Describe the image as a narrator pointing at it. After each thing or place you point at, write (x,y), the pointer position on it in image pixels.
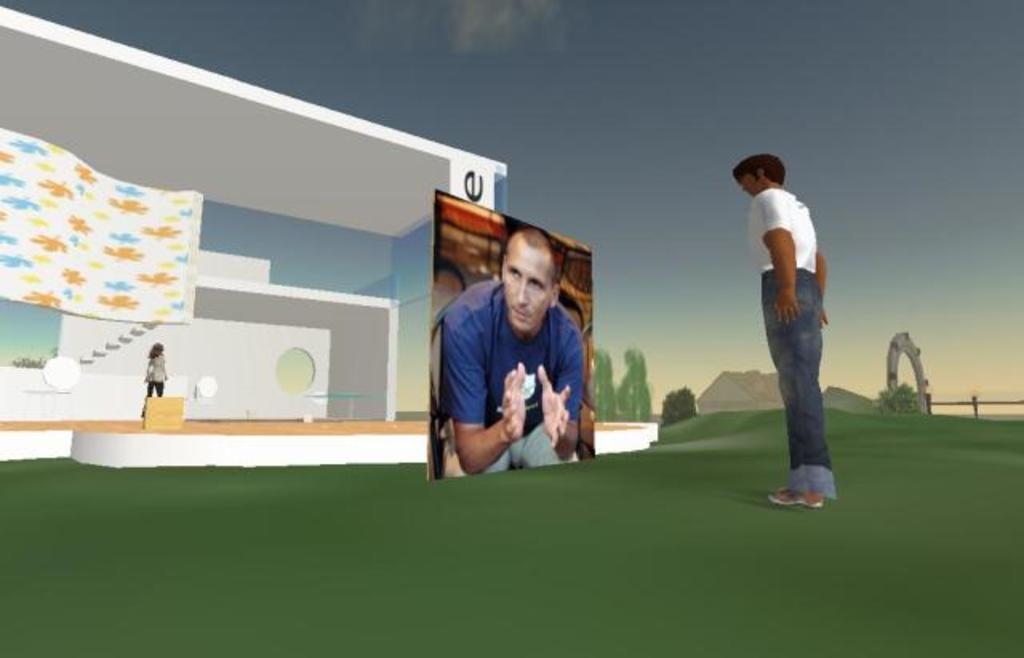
This is an animated picture. A person (782,289) is standing on the grassland (569,587) having a banner (484,327) of a person (511,270). A person (152,386) is standing on the stage (194,424). Behind the banner (582,406) there are few trees (642,389). Right side there is a fence (969,403). Beside there is an arch (898,335). Top of the image (548,116) there is sky (553,117).
